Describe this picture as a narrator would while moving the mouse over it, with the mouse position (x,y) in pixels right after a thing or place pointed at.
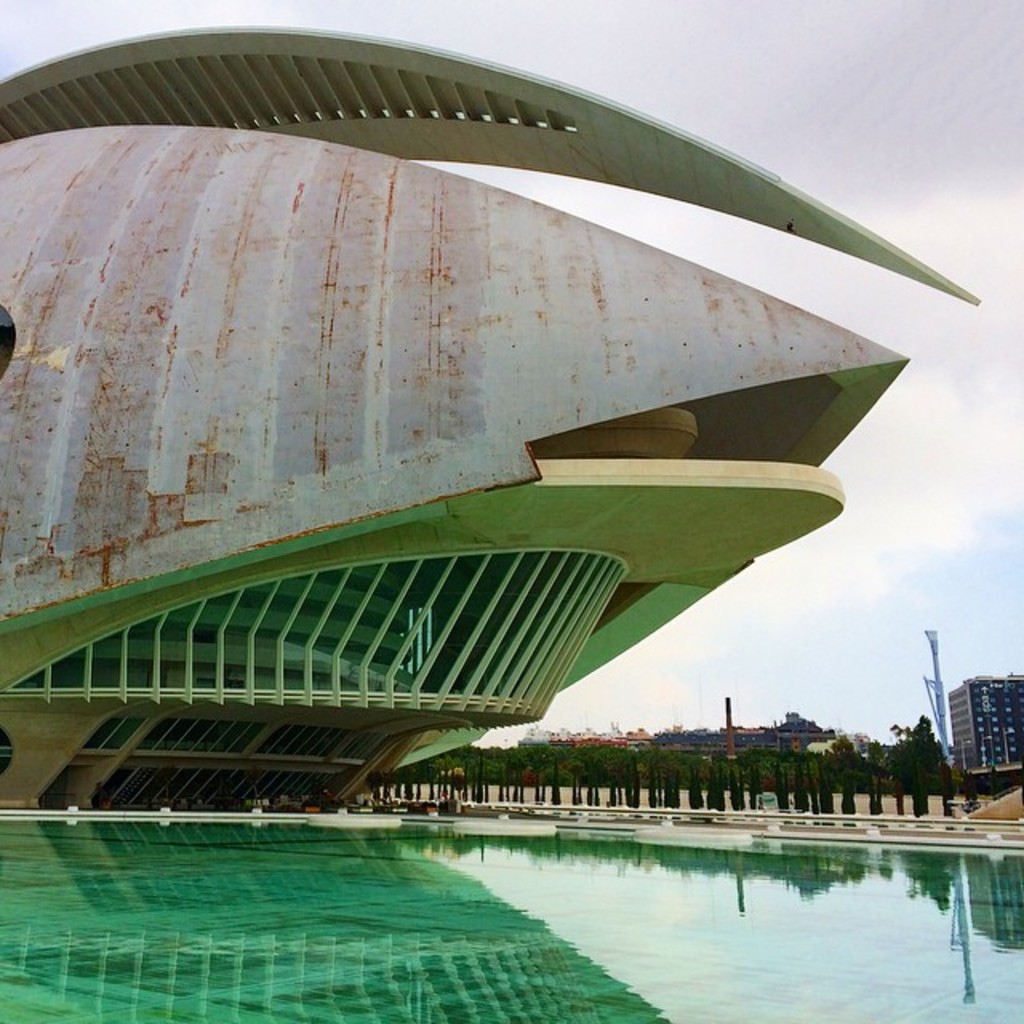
In the center of the image (454,414) we can see building (317,246). At the bottom of the image (999,955) we can see water (575,865). In the background (756,743) we can see buildings (800,737), trees (519,764), poles (730,723), sky (942,600) and clouds (945,367).
